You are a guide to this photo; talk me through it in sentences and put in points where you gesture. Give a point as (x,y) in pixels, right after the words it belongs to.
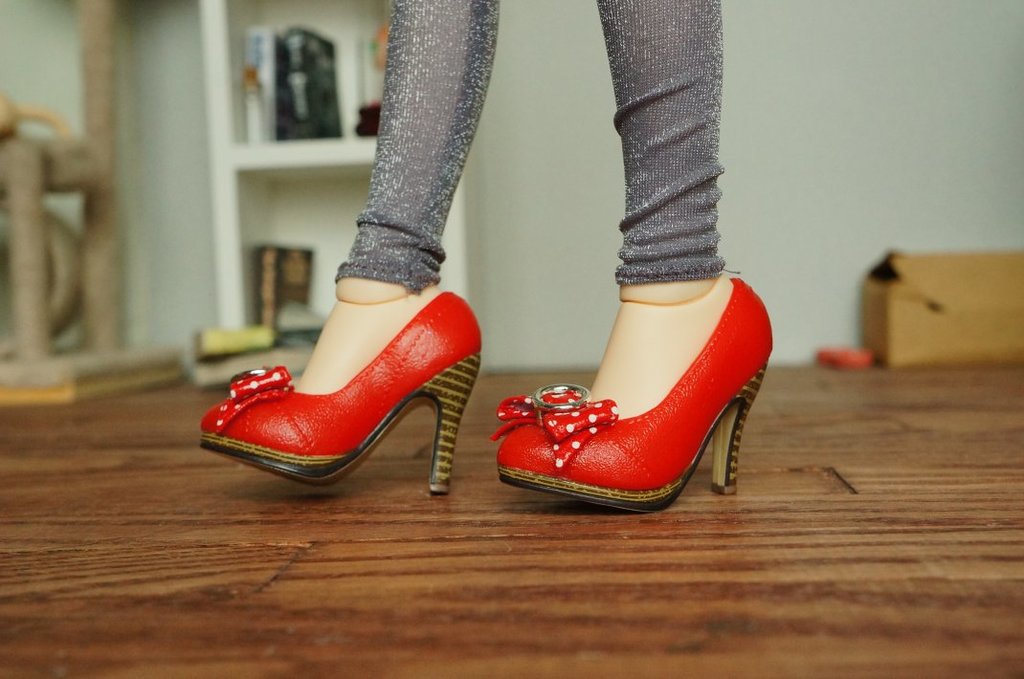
In this picture we can see doll legs (688,153) and red color shoes (575,426).
